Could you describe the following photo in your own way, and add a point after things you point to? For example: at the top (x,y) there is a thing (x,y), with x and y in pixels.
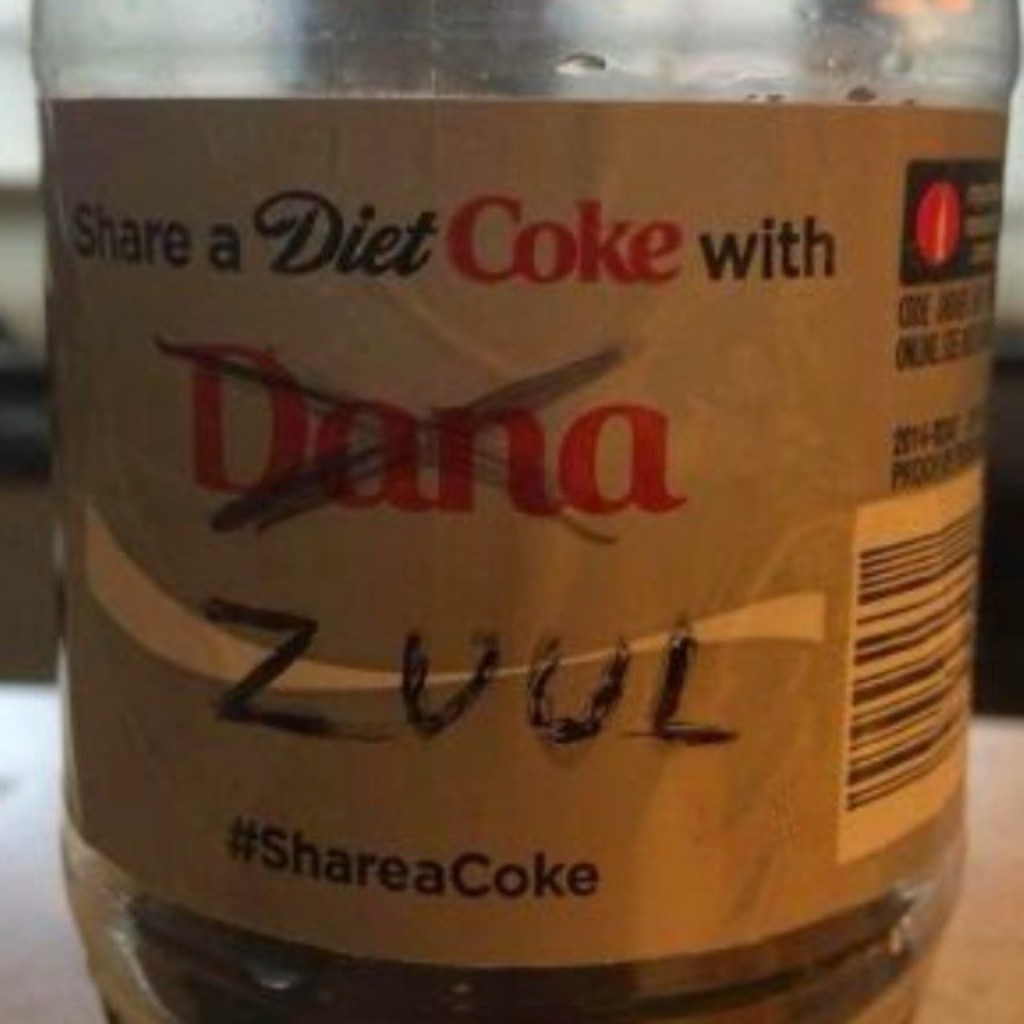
We can see bottle (474,714).
